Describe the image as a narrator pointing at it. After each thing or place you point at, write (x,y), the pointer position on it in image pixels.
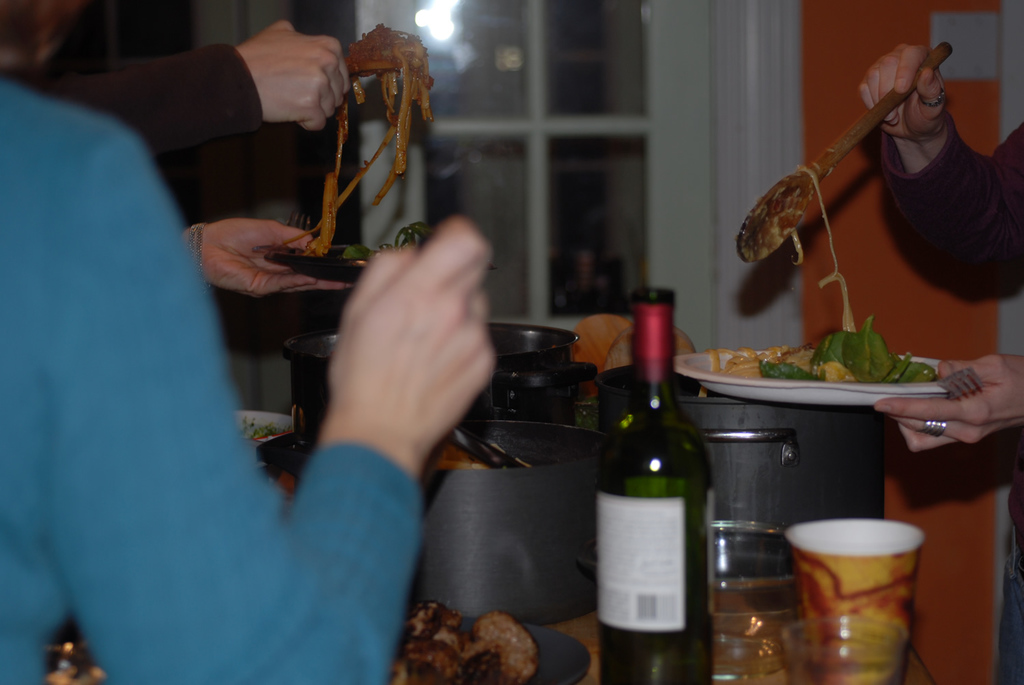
In this picture we can see three people (114,334) holding some plates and serving the food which is in the bowls (497,473) on the tables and also some glasses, bottles (667,562) on table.
